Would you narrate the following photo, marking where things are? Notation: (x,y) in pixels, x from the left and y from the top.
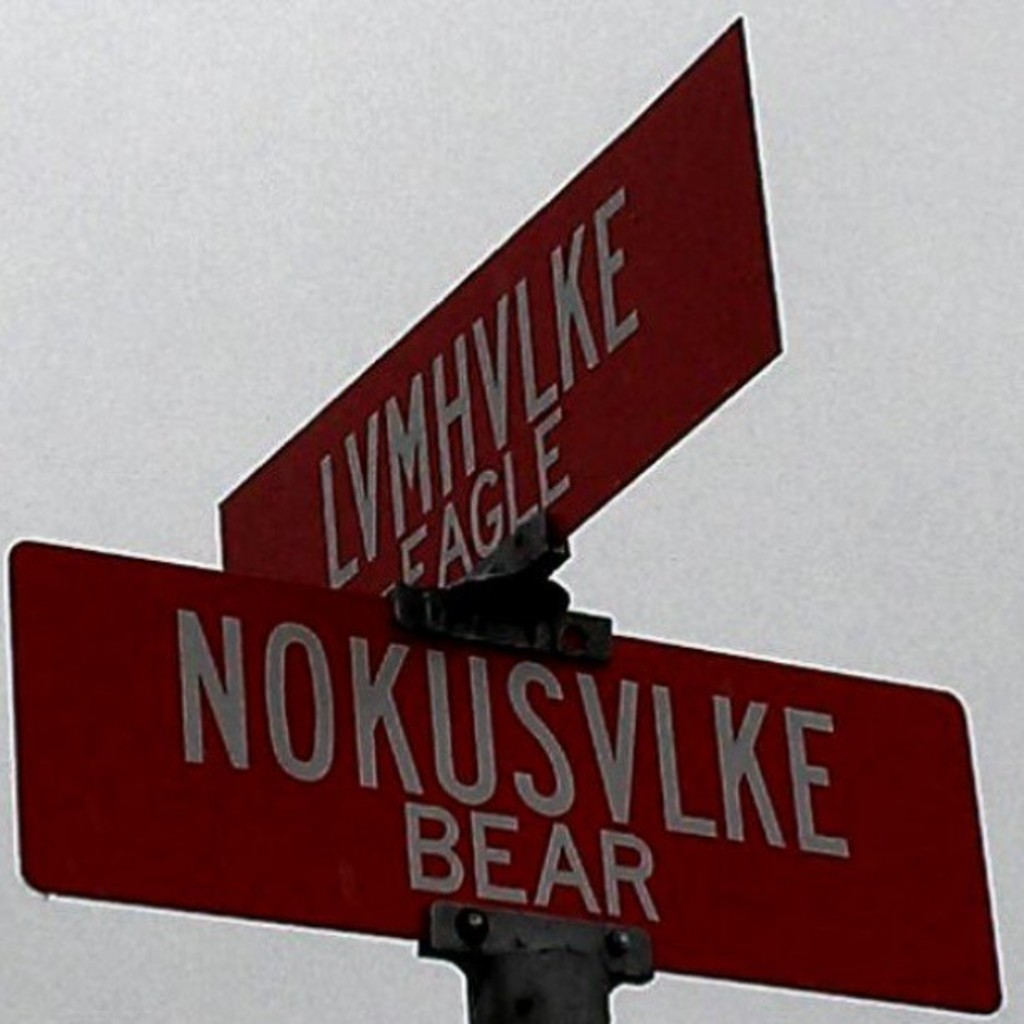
In this image we can see two boards (514,682) with some text (446,768). There is a sky (292,221) in the image.
